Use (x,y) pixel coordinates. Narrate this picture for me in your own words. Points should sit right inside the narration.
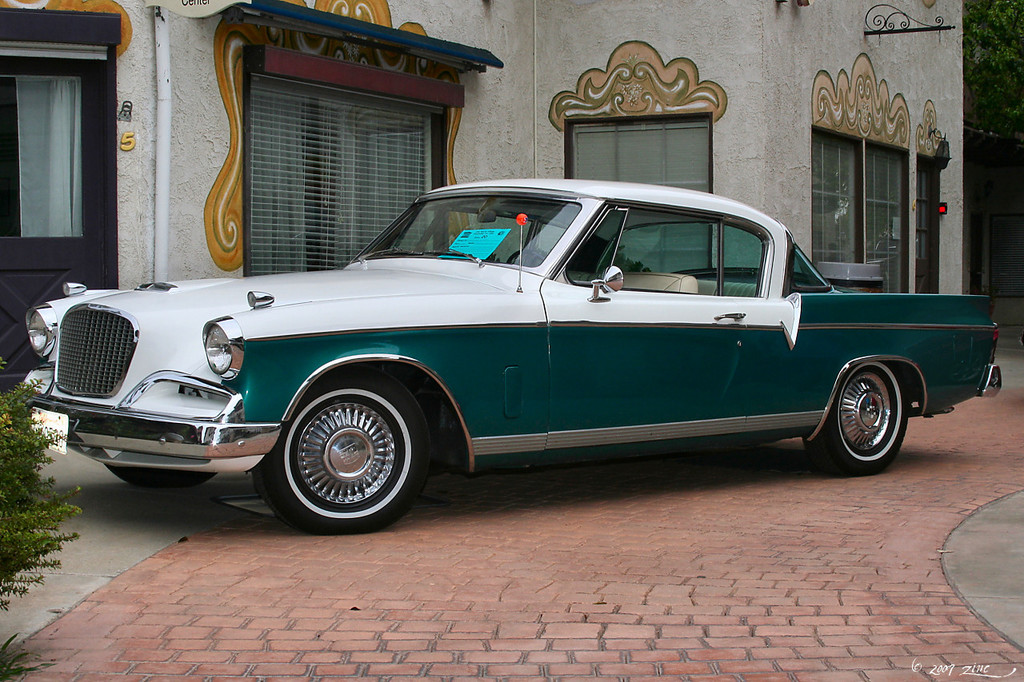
In the picture I can see a car (509,383) on the ground (643,475). In the background (783,137) I can see a tree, a building (685,108) which has windows (262,148), doors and some other objects (588,84). On the left side (8,532) I can see a plant (1,520).
